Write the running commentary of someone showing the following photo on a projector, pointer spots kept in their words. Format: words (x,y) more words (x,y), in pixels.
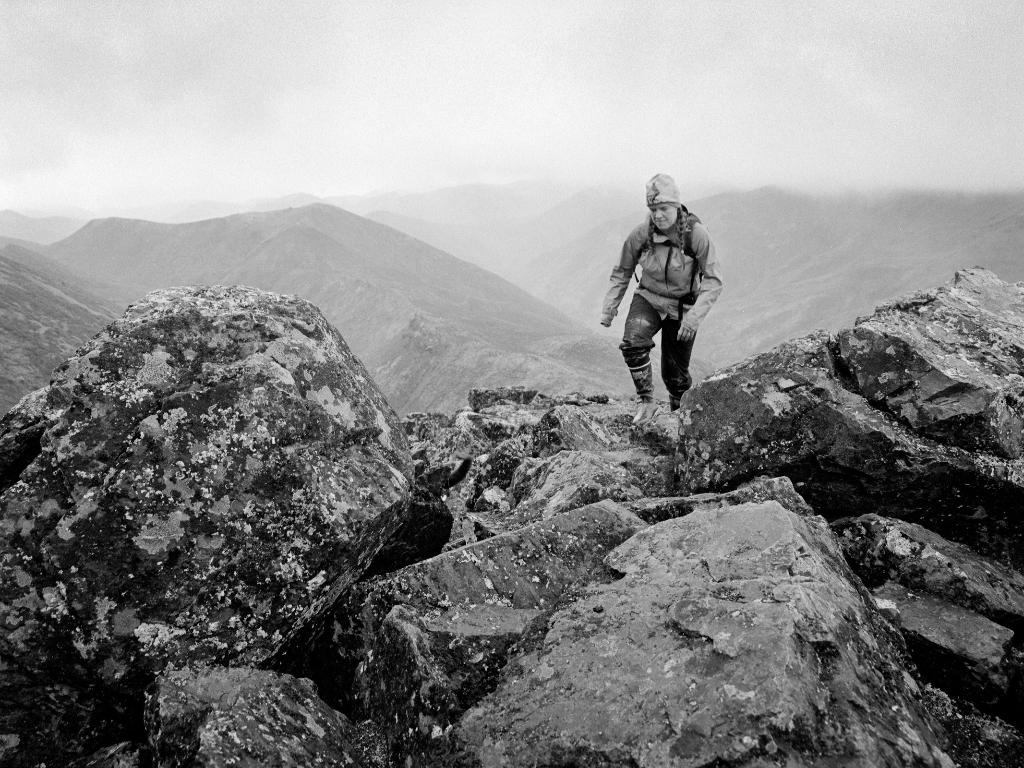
In the picture we can see rocks (297,420) on it, we can see a woman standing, she is with jacket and cap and in the background (943,75) we can see some hills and sky (459,163) with clouds (161,46).
